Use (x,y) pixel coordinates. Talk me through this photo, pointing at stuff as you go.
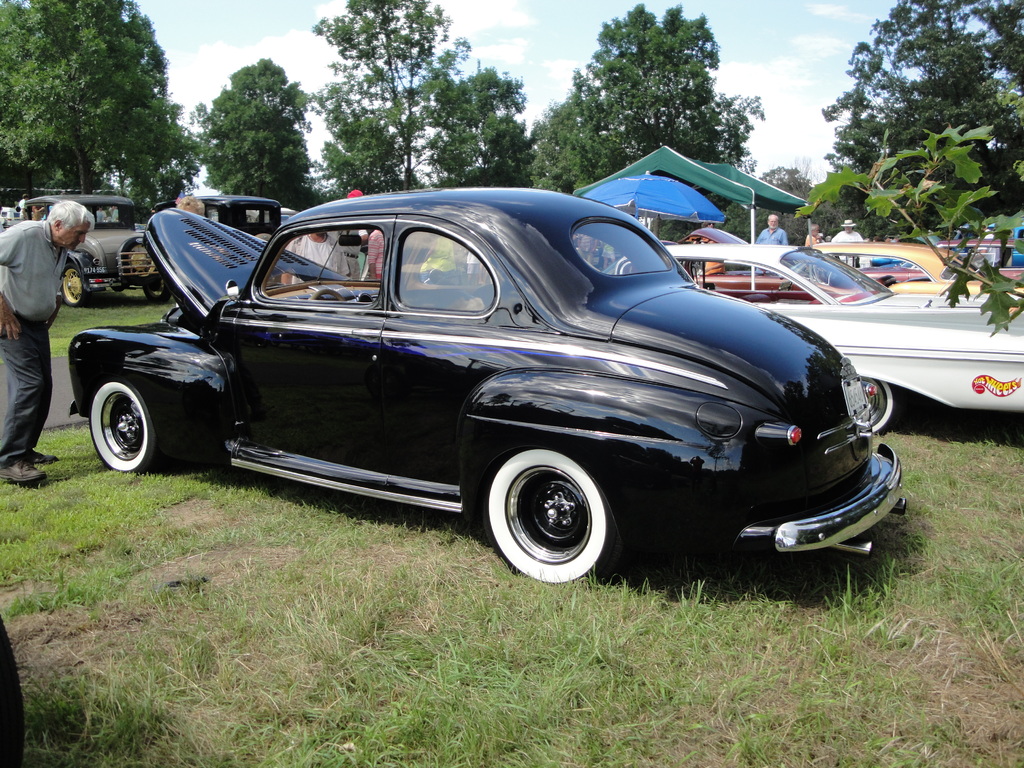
In this image we can see many vehicles (428,279). On the ground (477,619) there is grass (641,723). Also we can see people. In the back (661,205) there is a tent (651,156) and umbrella (626,188). In the background (517,103) there are trees (592,98). Also there is sky (760,15) with clouds (234,47).
